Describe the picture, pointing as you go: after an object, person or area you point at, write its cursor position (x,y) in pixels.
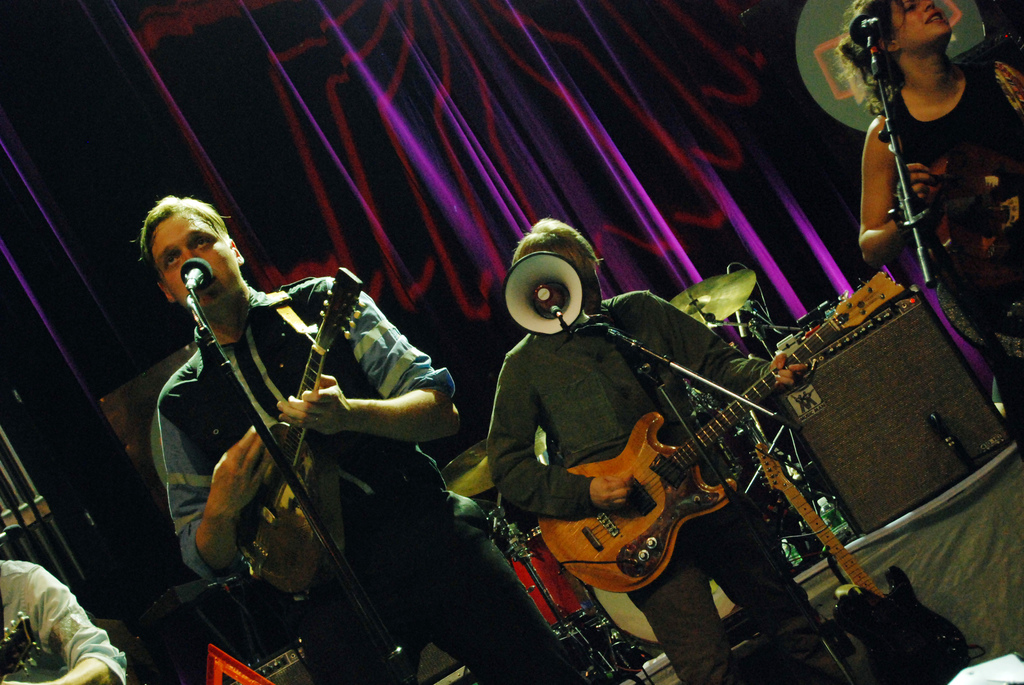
In this image I can see the group of people (393,439) playing the musical instruments (697,434) and I can see these people (424,463) are standing in-front of the mics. In the background (547,450) I can see an electronic device (846,359), drum-set (545,545) and the curtain (326,198).
